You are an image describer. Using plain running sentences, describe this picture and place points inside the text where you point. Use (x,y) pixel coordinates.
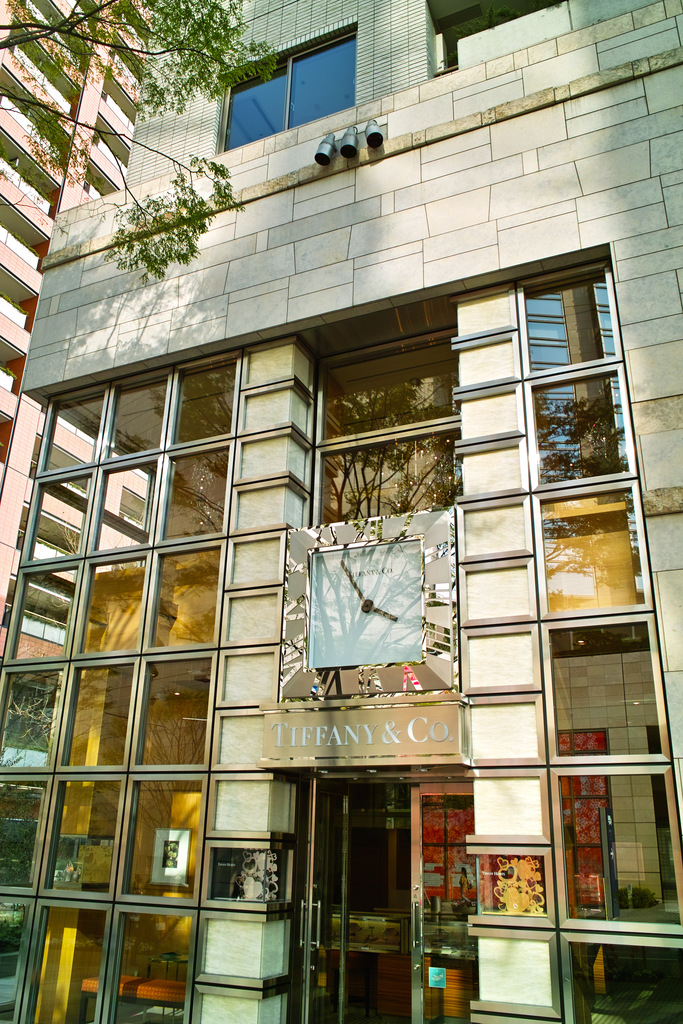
In this image I can see the building (278,433) and there is a clock (290,584) to the building (229,621). And I can see another building (15,568) to the left (7,537). There are frames (159,869) to the wall (160,822) inside the building (74,771). I can also see the tree (155,95) to the left (155,95).
